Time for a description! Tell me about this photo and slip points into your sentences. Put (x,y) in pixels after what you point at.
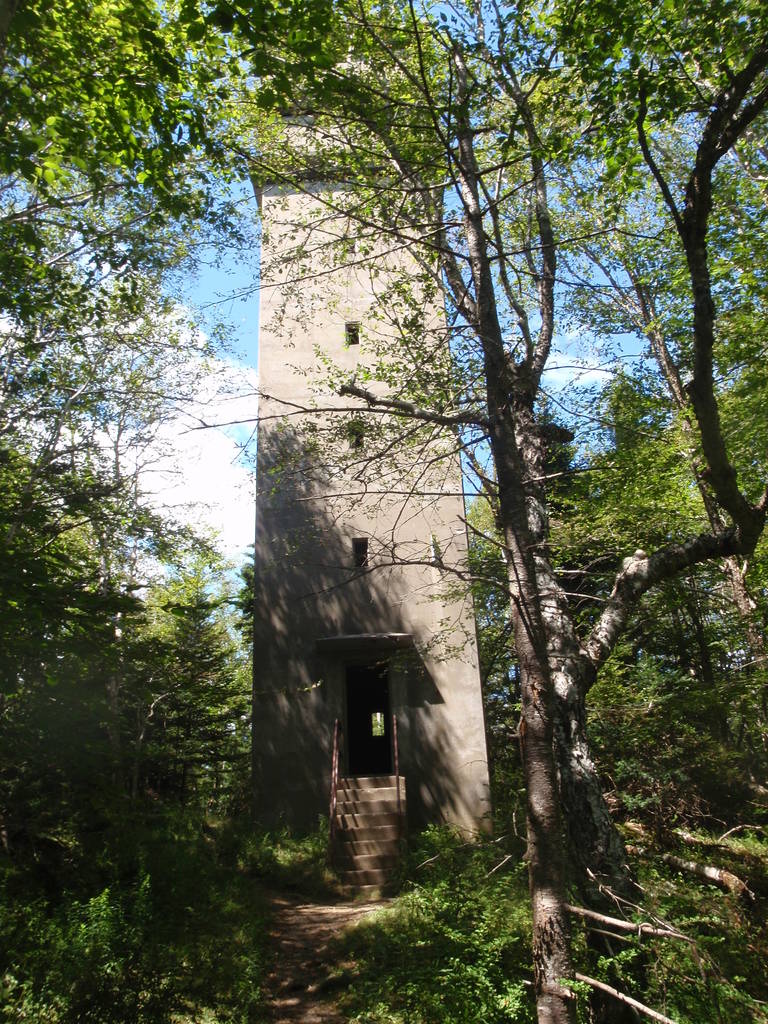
In this picture we can see one tower (400,673) in the forest area (456,906).
